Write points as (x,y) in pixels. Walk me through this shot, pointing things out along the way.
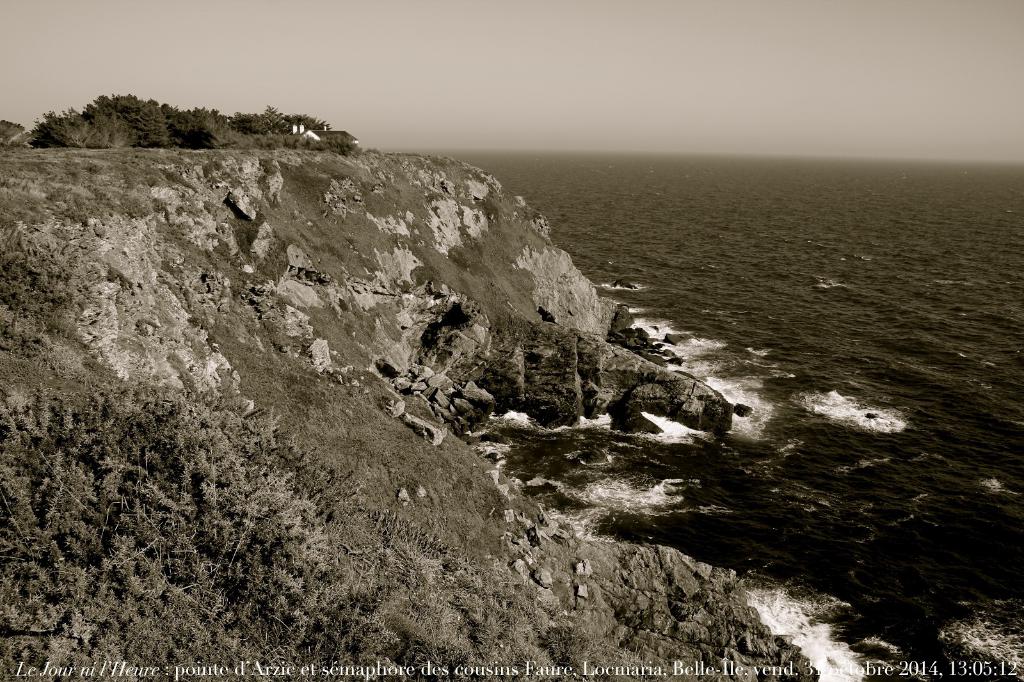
In this black and white picture there is a hill (336,154) having few rocks (414,393), trees (114,108) and few plants (114,384) on it. On hill (316,160) there is a house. Beside hill (565,284) there is water (898,407) having some tides (802,240). Top of image (685,86) there is sky (611,68).
